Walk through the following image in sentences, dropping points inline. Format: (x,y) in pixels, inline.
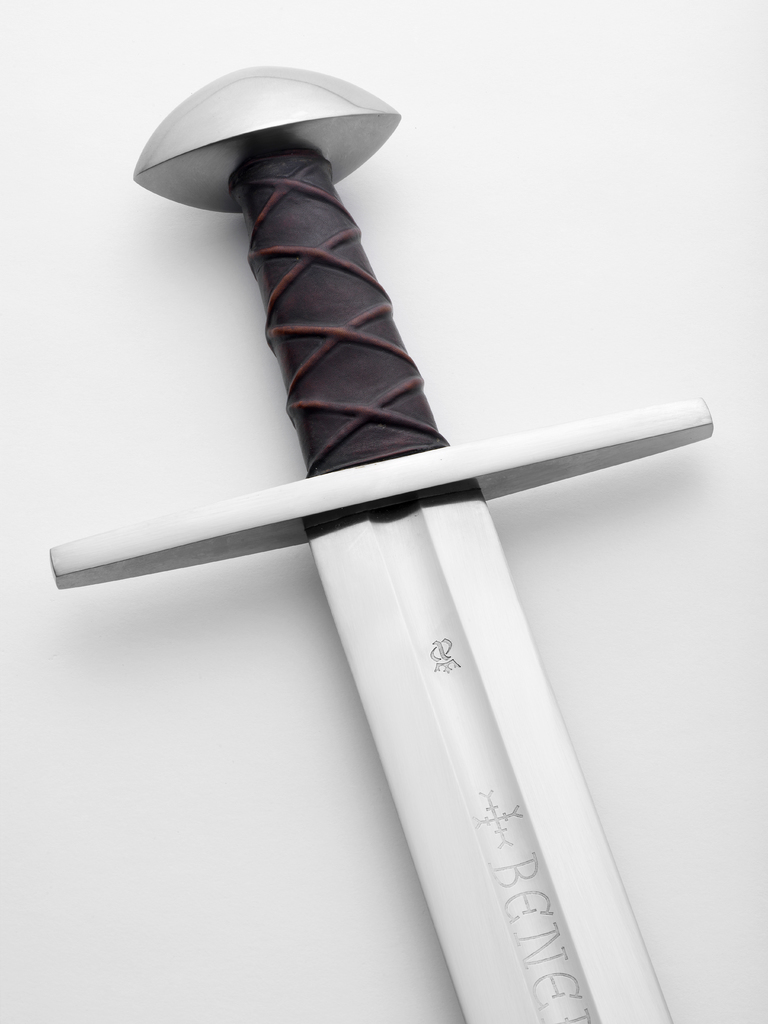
In this image we can see a sword (370,311) and a white background (637,175).
